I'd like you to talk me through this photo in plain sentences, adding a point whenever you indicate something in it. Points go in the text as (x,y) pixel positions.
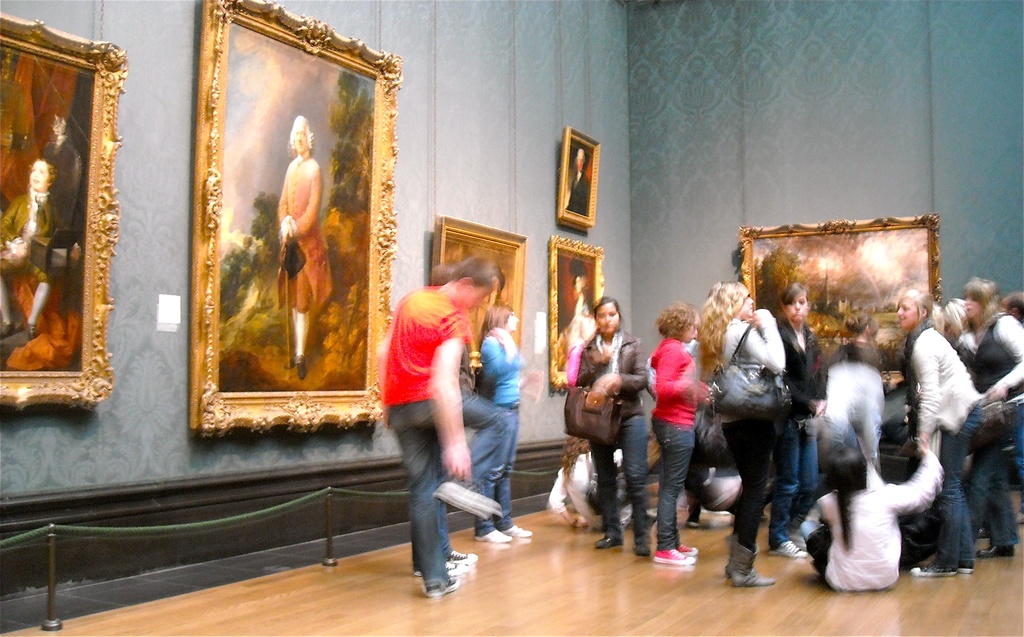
As we can see in the image there is a wall (653,127), photo frames (90,84) and few people (989,482) here and there.
